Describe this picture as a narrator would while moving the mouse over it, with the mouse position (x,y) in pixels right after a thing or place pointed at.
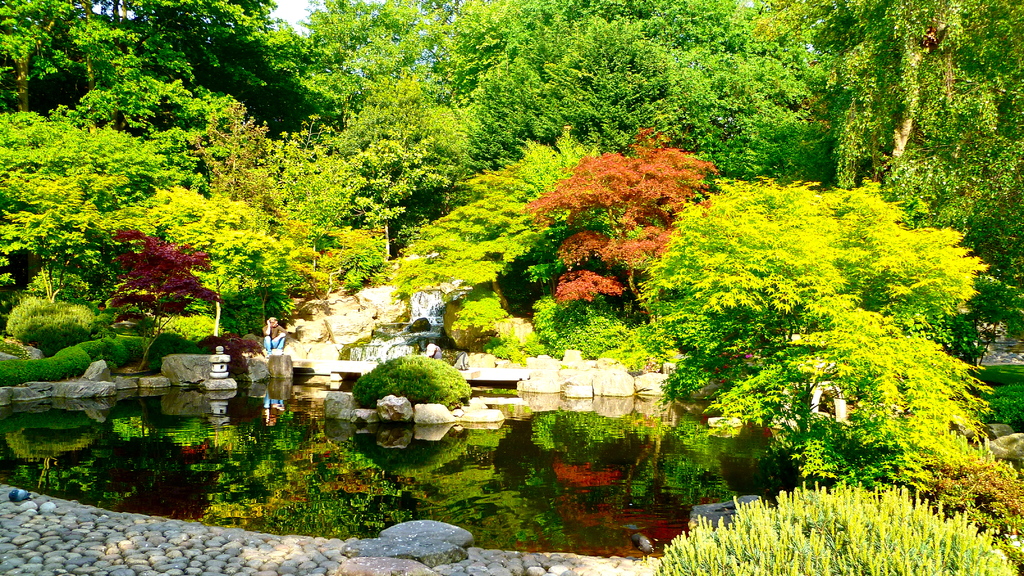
There is a person (275,335) sitting on a rock (289,365) and there are water (377,467) in front of him and there are trees (519,137) in the background (433,172).
